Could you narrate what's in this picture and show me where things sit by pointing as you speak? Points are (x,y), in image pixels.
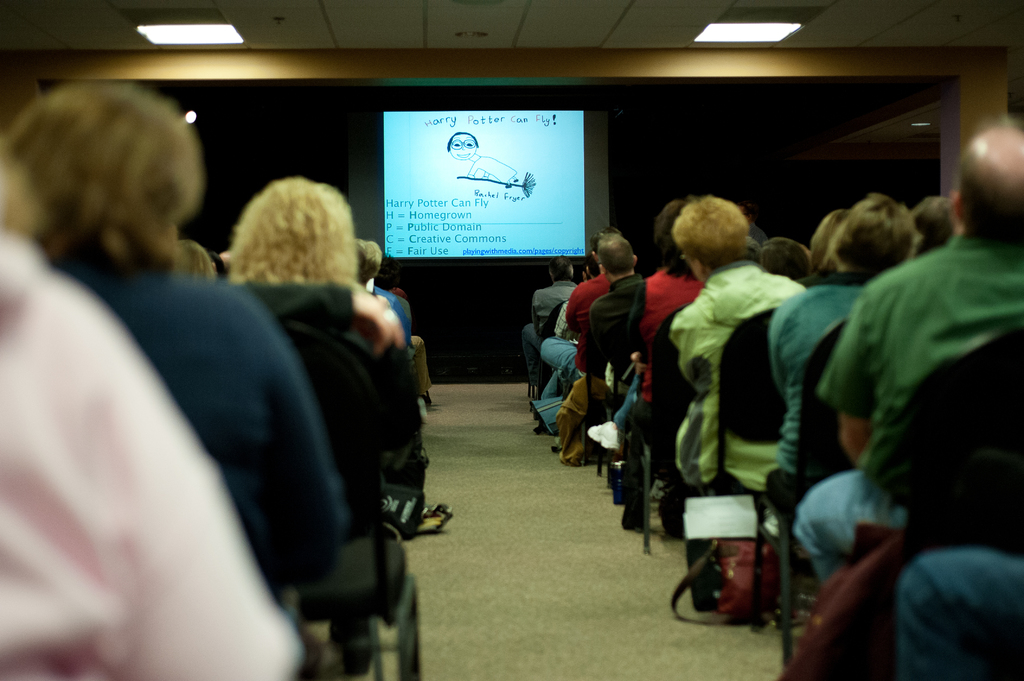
In this picture we can see people (876,482) are sitting on chairs (1004,420). On carpet (527,442) there are bags (555,401). In the background (455,152) there are ceiling lights (785,33) and screen (569,118) along with image (491,190) and text (420,225).
